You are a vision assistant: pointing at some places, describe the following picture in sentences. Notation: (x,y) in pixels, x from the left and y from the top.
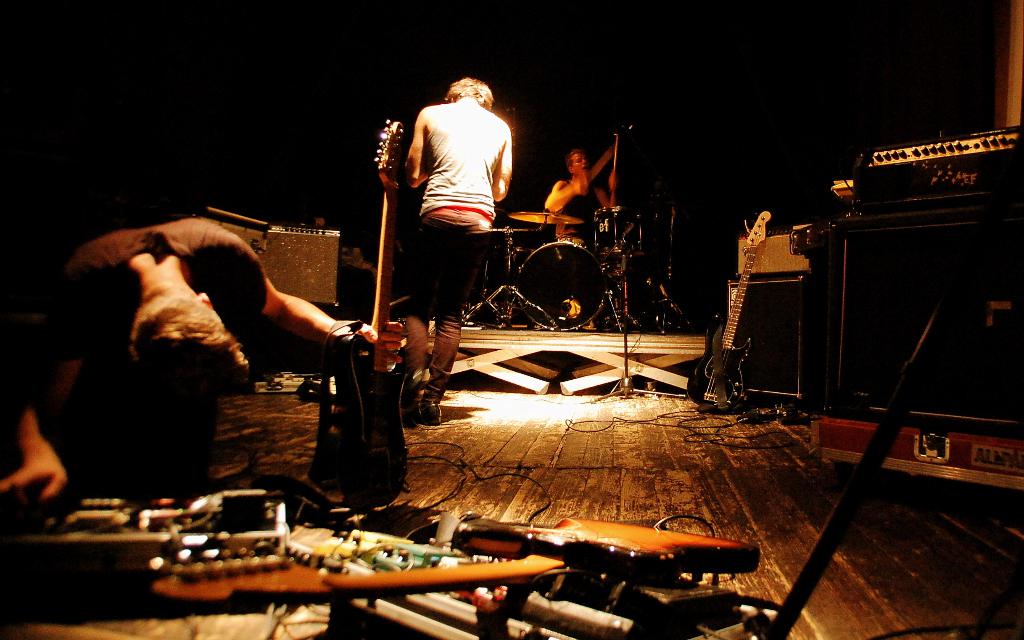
Three men (594,177) are performing on a stage (524,516). Of them a man (100,430) is holding a guitar (346,383) and other is playing drums (611,218).
